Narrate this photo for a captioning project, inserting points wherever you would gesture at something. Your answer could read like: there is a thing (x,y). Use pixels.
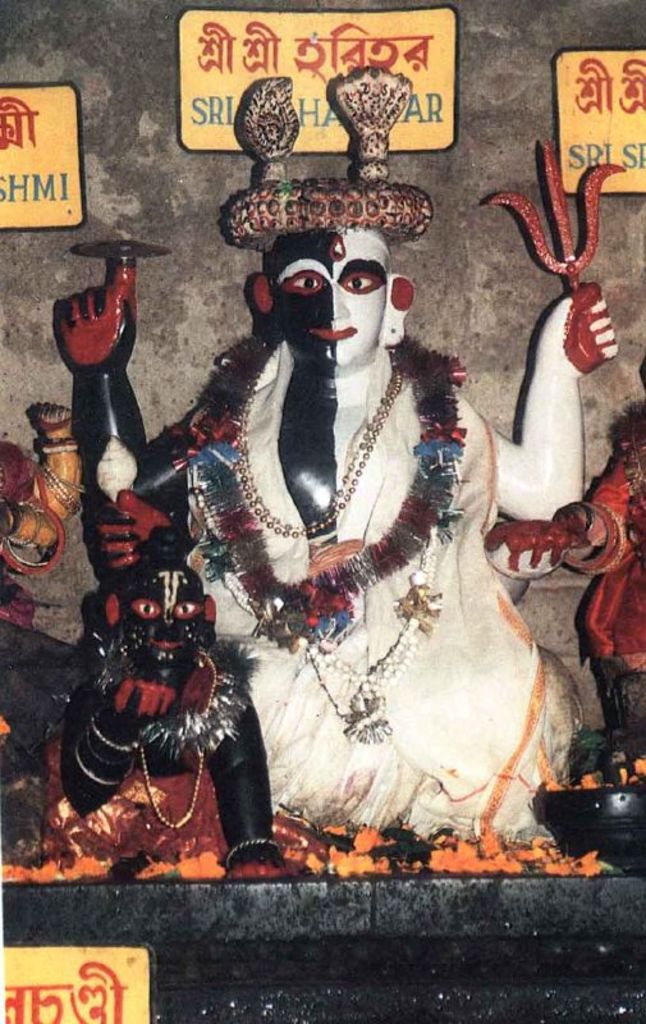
In this picture I can see the sculptures (351,466) in front (312,420) and I can see the white color cloth (463,739) on the sculpture (315,460) which is in the middle (302,423) and I can see few yellow color boards (202,122), on which there is something written and I can see the wall (15,408) in the background (449,344).
